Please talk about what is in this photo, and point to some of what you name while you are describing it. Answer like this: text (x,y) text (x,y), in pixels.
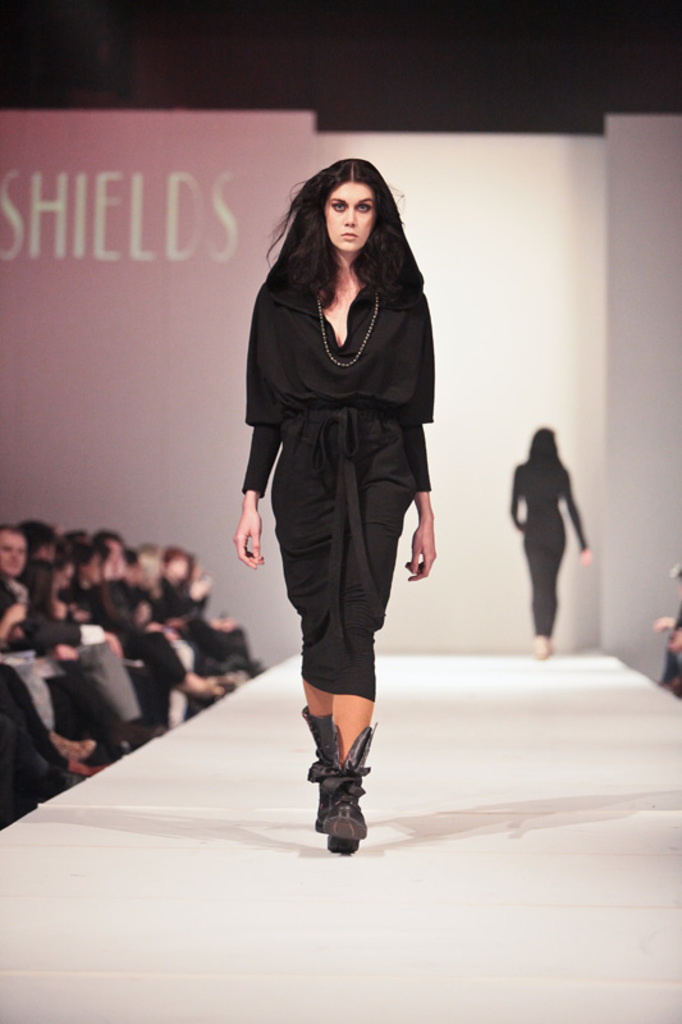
In this image I can see a woman (305,659) walking on the ramp (305,761). She is wearing a black dress (298,518) and there is another person (551,609) at the back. People (123,610) are sitting on the left (50,646) and there are pink and white walls (516,425) at the back (472,318).
